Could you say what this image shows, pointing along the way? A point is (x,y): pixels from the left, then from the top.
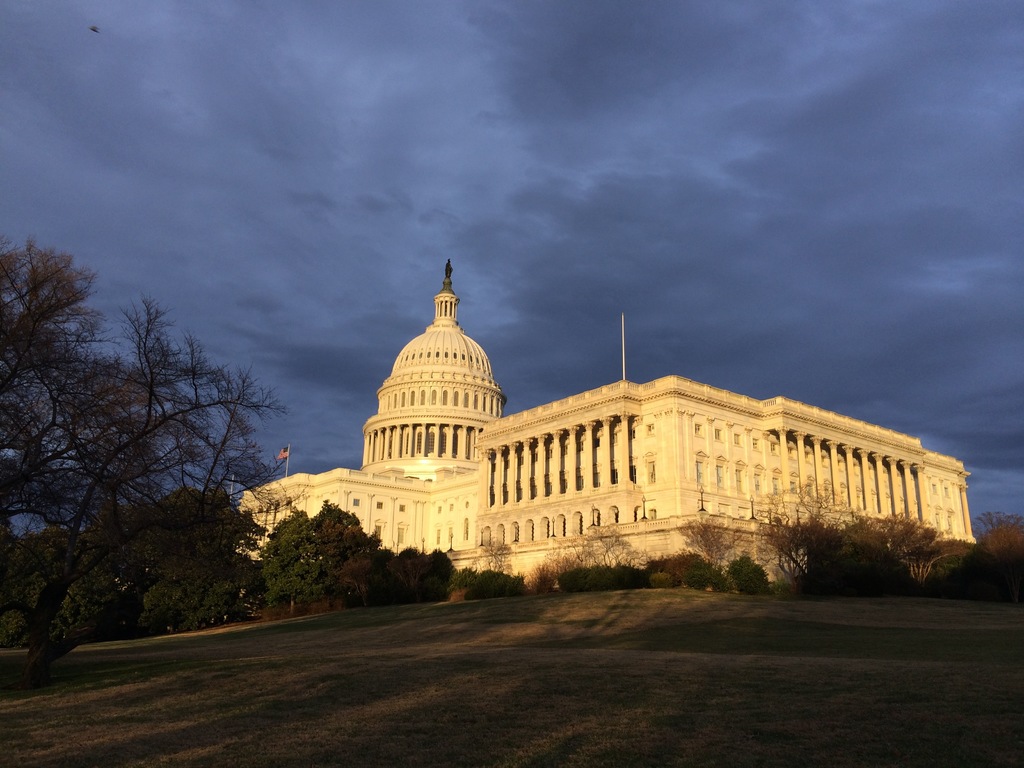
In the image there is a palace (447,346) in the back (501,489) with trees (357,599) in front of it on the land (690,736) and above its sky (490,183) with clouds (516,249).
